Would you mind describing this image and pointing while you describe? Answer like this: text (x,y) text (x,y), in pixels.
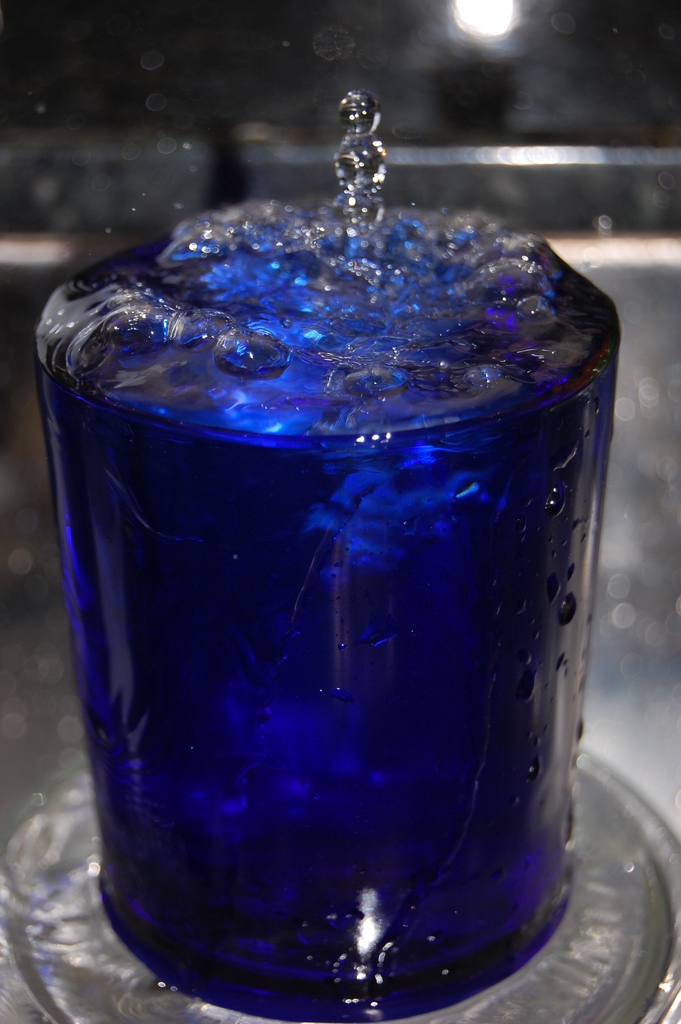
In the picture we can see a glass (218,908) with a drink (227,914) which is blue in color with a bubble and it is placed on the glass surface (150,1016).
